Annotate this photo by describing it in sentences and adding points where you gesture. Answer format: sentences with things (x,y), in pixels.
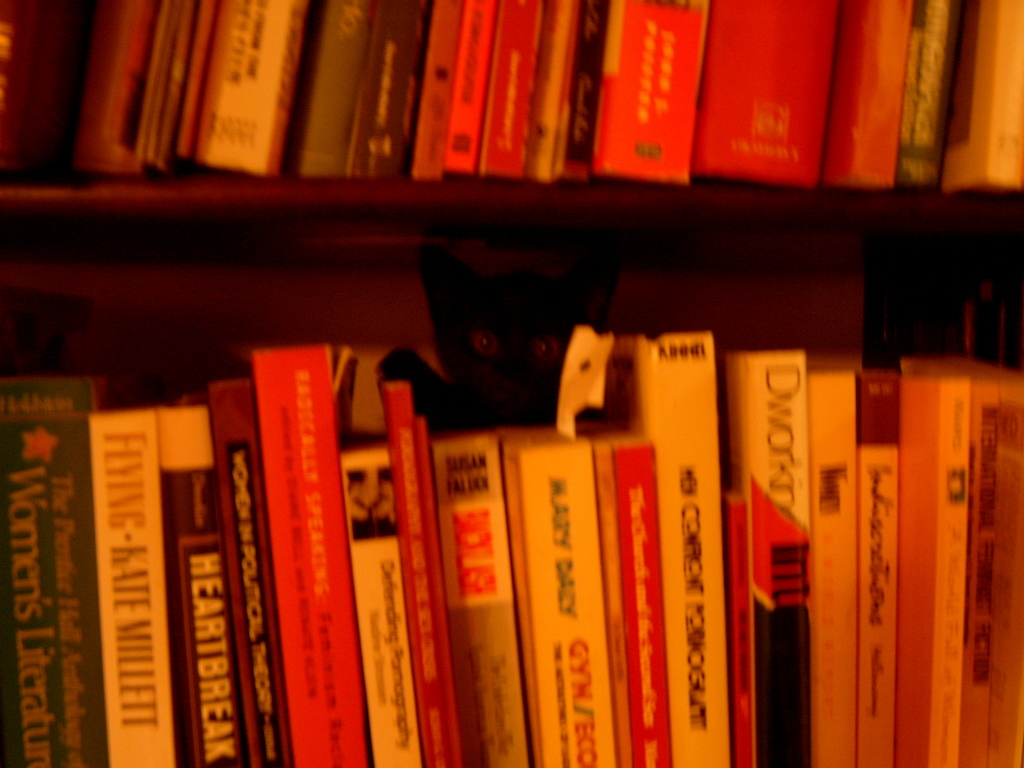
In this image I can see a cupboard (914,200) in which books (268,413) are there. This image is taken in a room (414,487).
